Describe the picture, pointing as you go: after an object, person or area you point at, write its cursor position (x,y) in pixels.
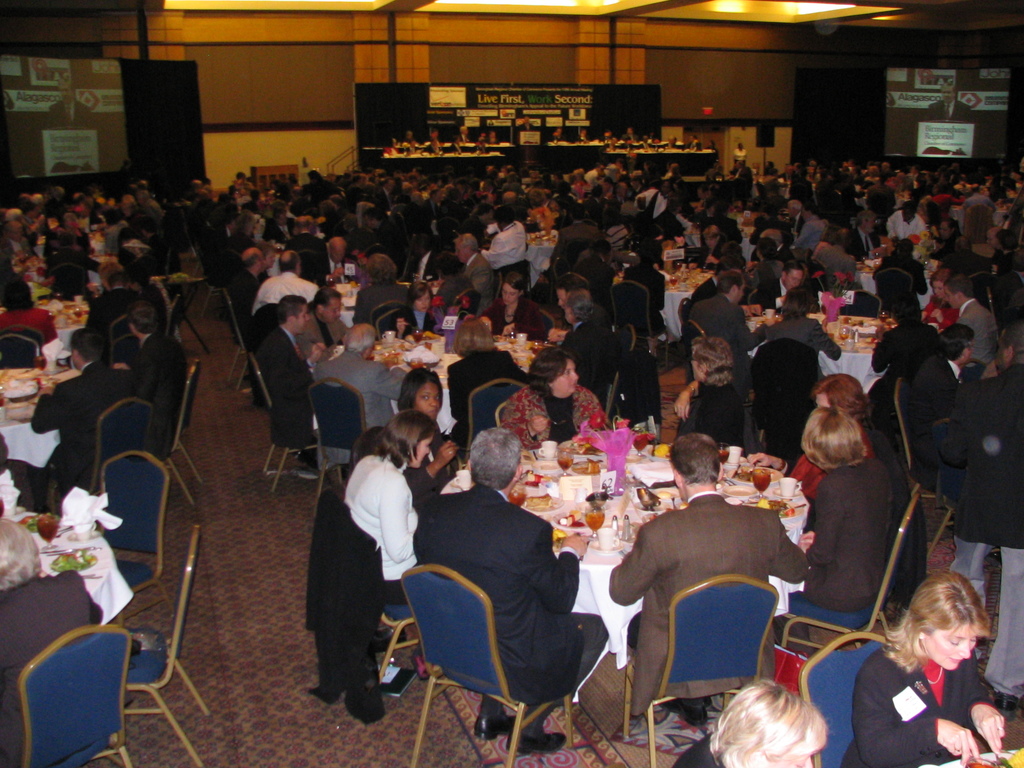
There are many people (657,594) sitting on chairs (672,645). There are many tables (620,479) and chairs (734,621). On the table (569,506) there are glasses (560,464), plates (583,511), food items (588,472), tissues (643,473) and many other items (665,485). In the back (549,62) there's a wall (535,59), lights (728,11), banner (541,97), screen (946,108).
